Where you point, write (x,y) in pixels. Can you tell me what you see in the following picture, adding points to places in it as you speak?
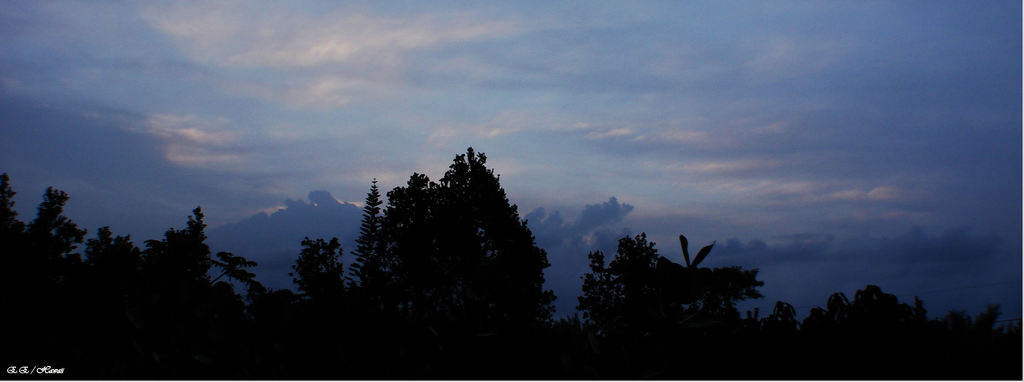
In this picture we can see many trees (371,284) and on the background (429,101) there is a sky (767,128) with heavy clouds (569,208).
